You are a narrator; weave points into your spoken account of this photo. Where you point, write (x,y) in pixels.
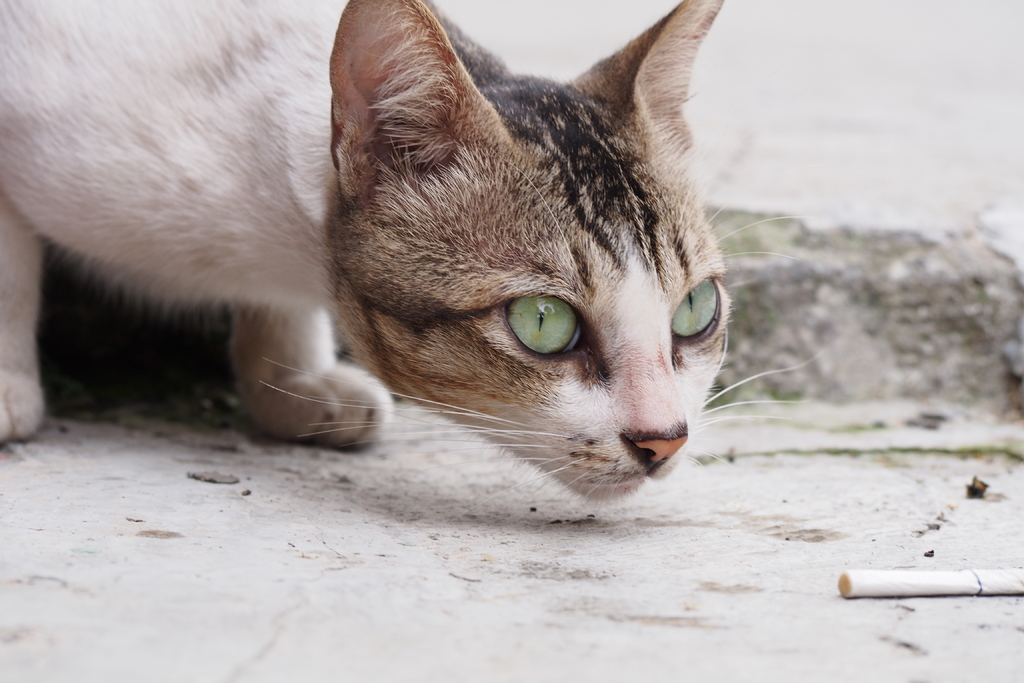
In this image we can see a cat (361,291) and a cigarette (930,594) on the floor (890,566).
